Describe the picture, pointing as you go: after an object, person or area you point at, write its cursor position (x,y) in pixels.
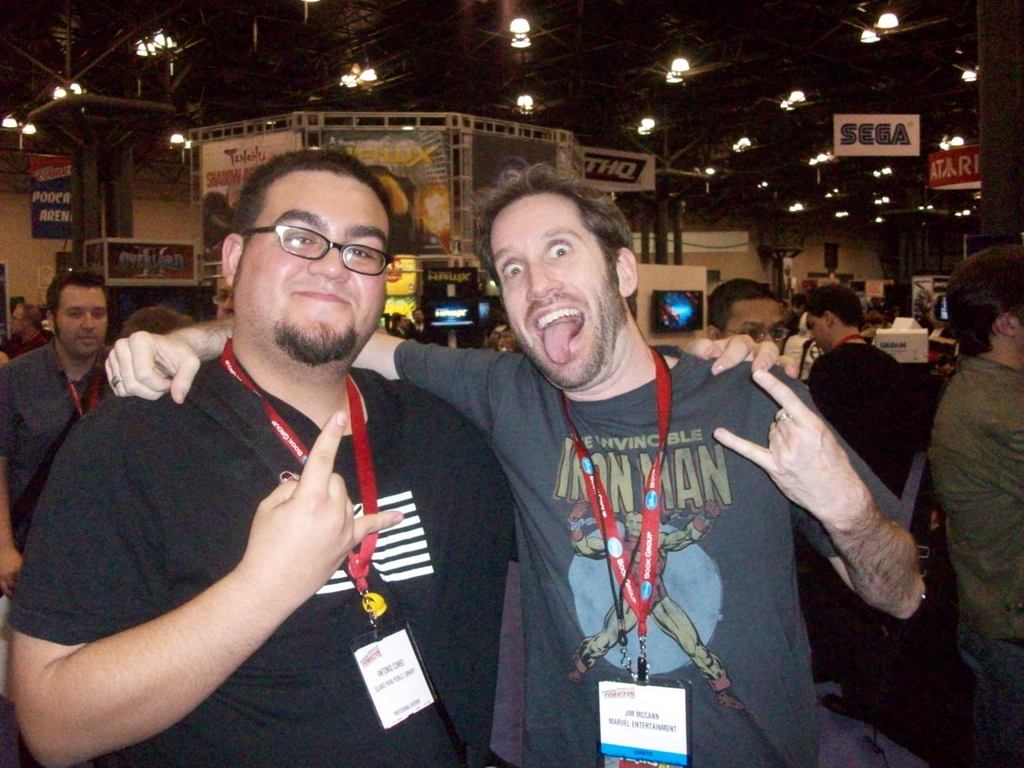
In this image, we can see people (622,279) and some are wearing id cards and glasses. In the background (621,179), there are lights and we can see boards (596,177) and screens (670,299). At the top (250,83), there is a roof (200,63).
